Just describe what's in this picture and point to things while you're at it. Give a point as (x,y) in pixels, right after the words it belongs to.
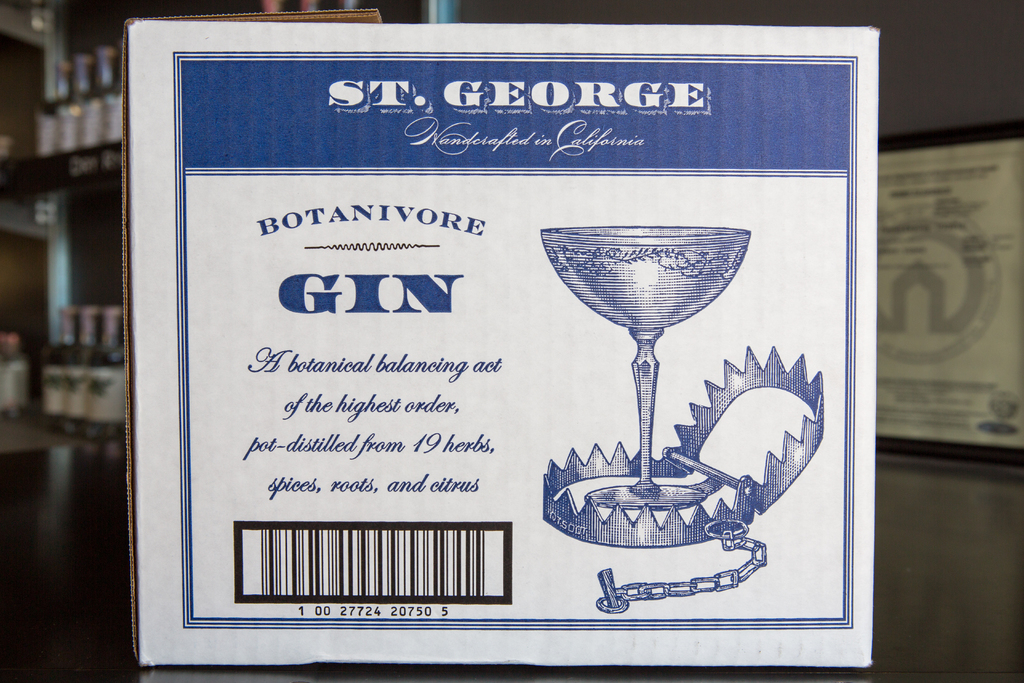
In the picture there is a box (579,343) with the text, behind there are many bottles (305,5) present on the shelves (26,218).
